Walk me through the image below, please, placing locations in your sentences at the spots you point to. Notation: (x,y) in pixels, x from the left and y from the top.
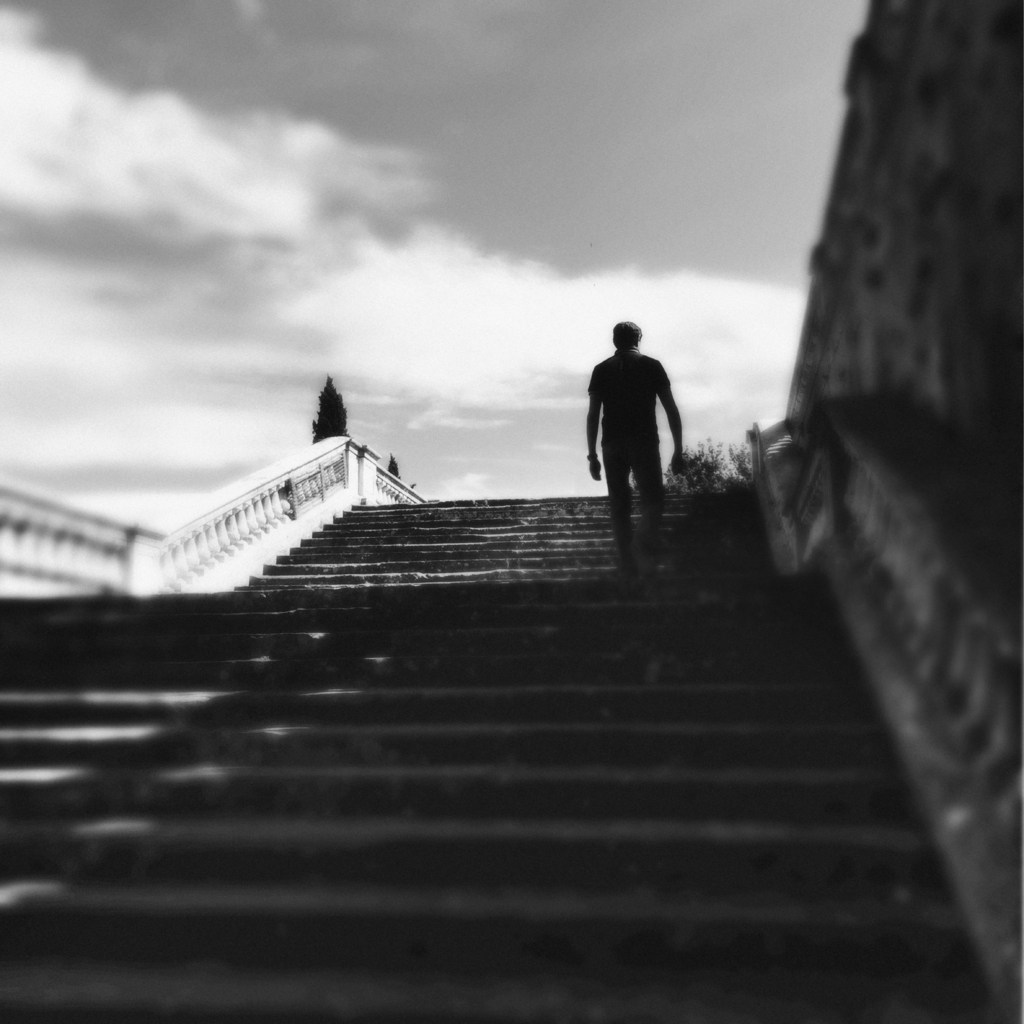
In this picture I can see the steps (368,665) in front (521,643) and I can see a person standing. In the background (504,302) I can see the cloudy sky (697,258). On the right side of this picture (928,625), I can see the wall (868,629).
